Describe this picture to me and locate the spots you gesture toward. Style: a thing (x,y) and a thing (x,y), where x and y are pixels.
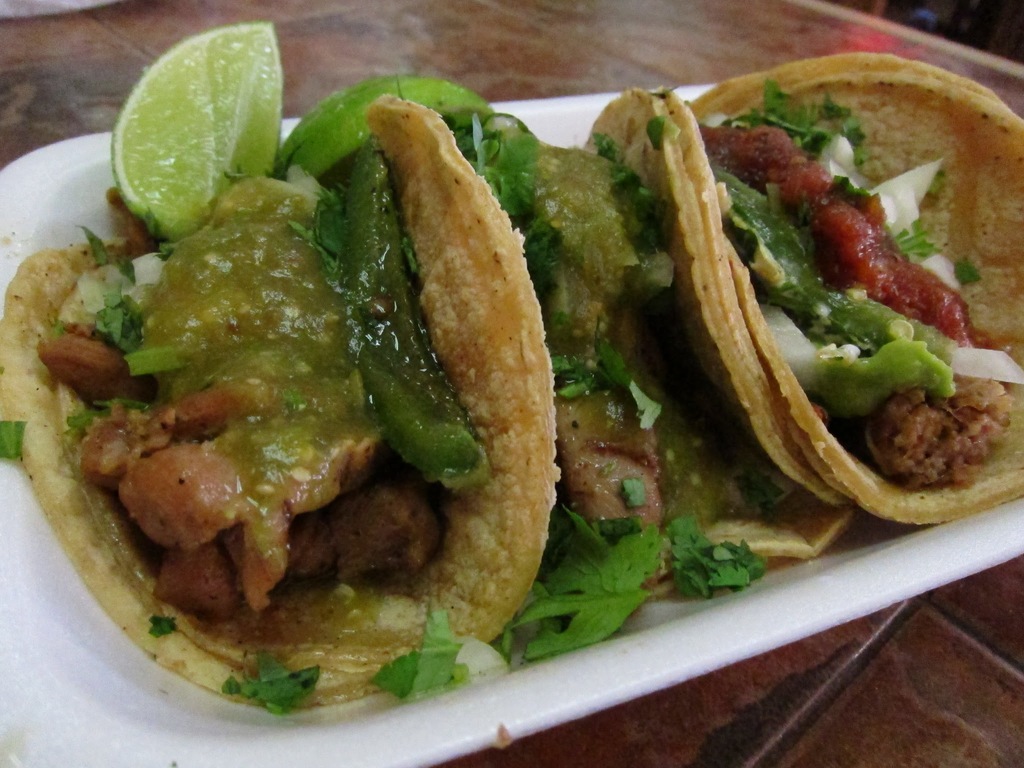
This picture shows tacos (700,318) and we see meat (389,504) and some veggies (790,343) and lemon pieces (353,108) in the plate (78,722) on the table (562,43).
